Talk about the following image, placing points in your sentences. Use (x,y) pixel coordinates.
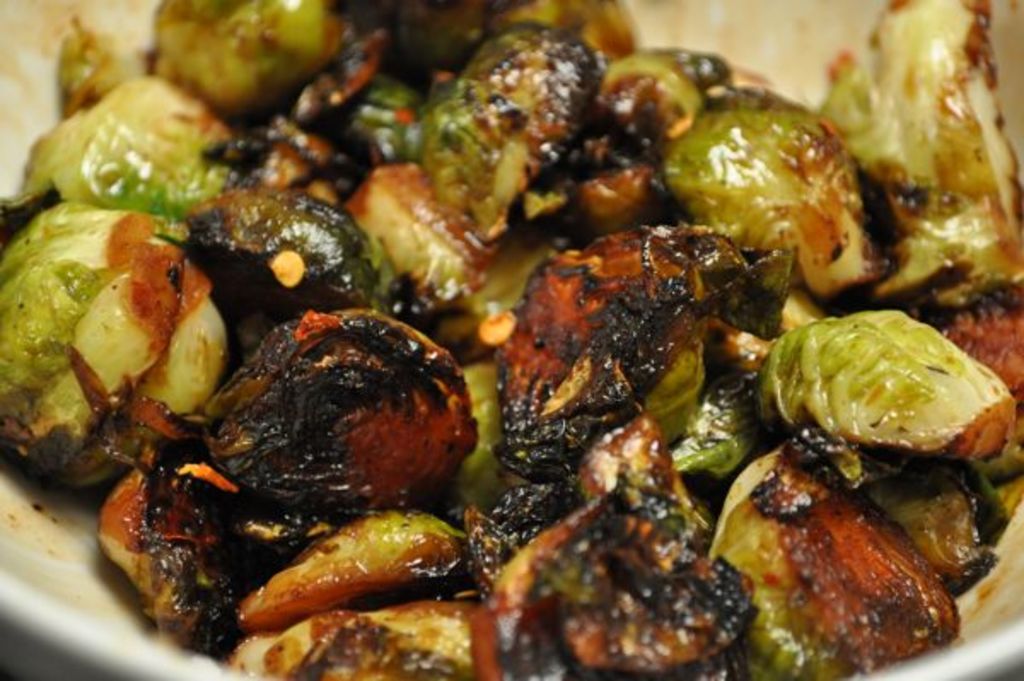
In this image we can see food items (225,320) in a bowl (794,41).
